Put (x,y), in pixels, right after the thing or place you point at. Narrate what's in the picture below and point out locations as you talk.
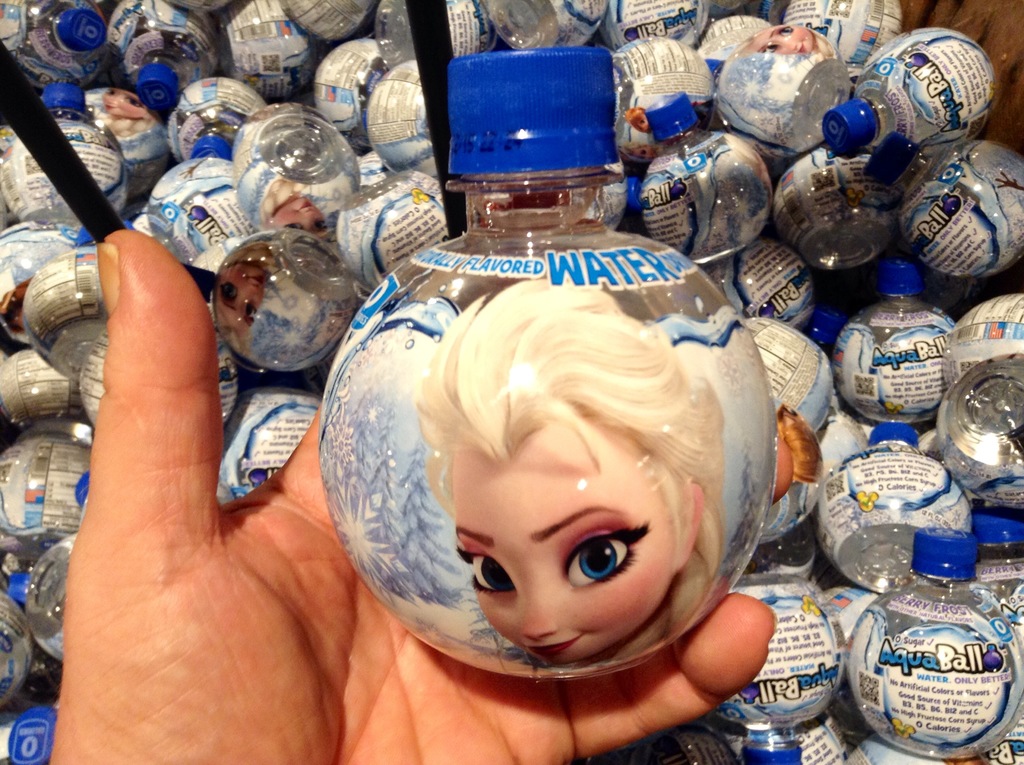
Here in this picture we can see a bottle of water (446,534) present in a hand (350,566) and we can see some animated picture (499,427) printed on it and behind that also we can see number of bottles (849,184) present over there.
